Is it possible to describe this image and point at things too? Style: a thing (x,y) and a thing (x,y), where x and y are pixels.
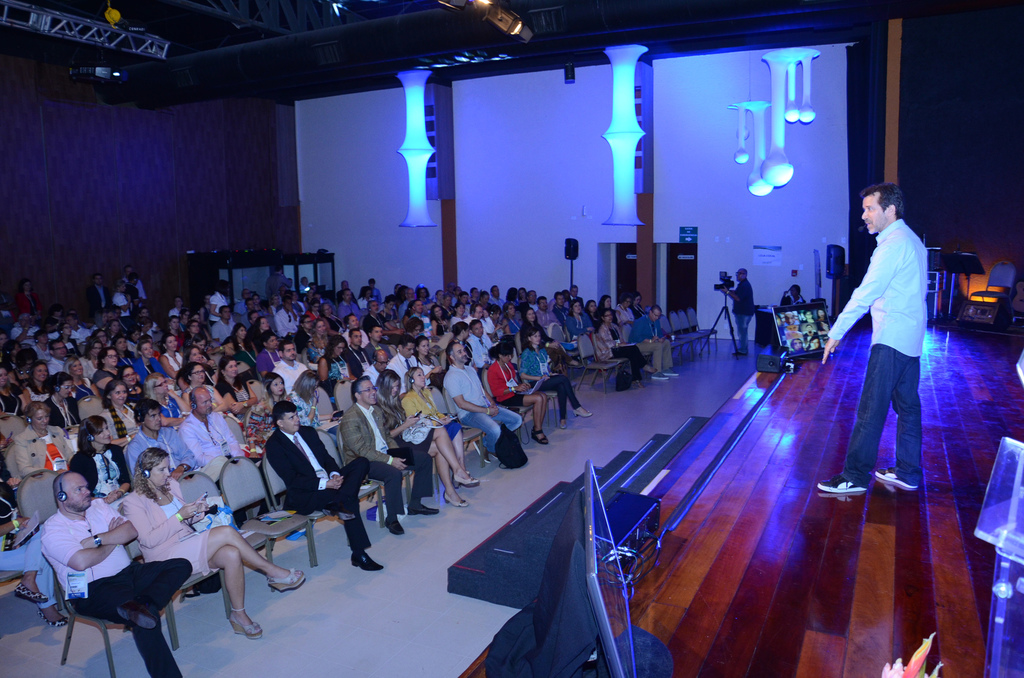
In the bottom left corner of the image (44,598) few people (622,312) are sitting. In front of them a person (871,287) is standing on a stage (875,496). At the top of the image (149,190) we can see wall (499,216), on the wall (689,195) we can see some lights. In the middle of the image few people (135,281) are standing and we can see some speakers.
